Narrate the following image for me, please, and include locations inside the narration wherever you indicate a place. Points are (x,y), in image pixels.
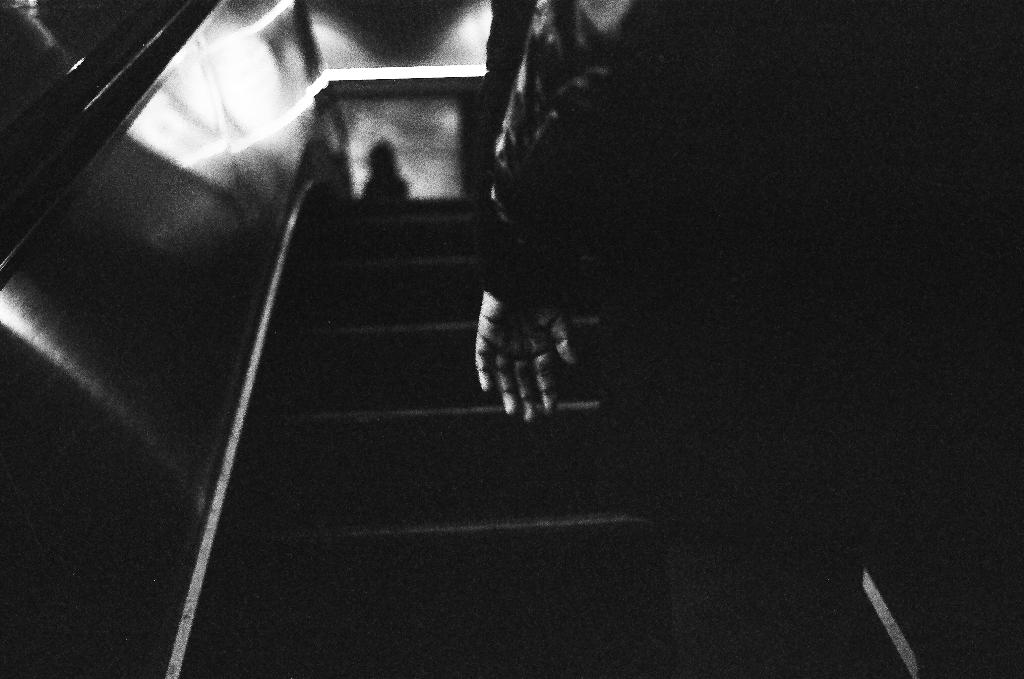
This is a black and white picture, there is a person (712,280) standing on the escalator (442,398).
